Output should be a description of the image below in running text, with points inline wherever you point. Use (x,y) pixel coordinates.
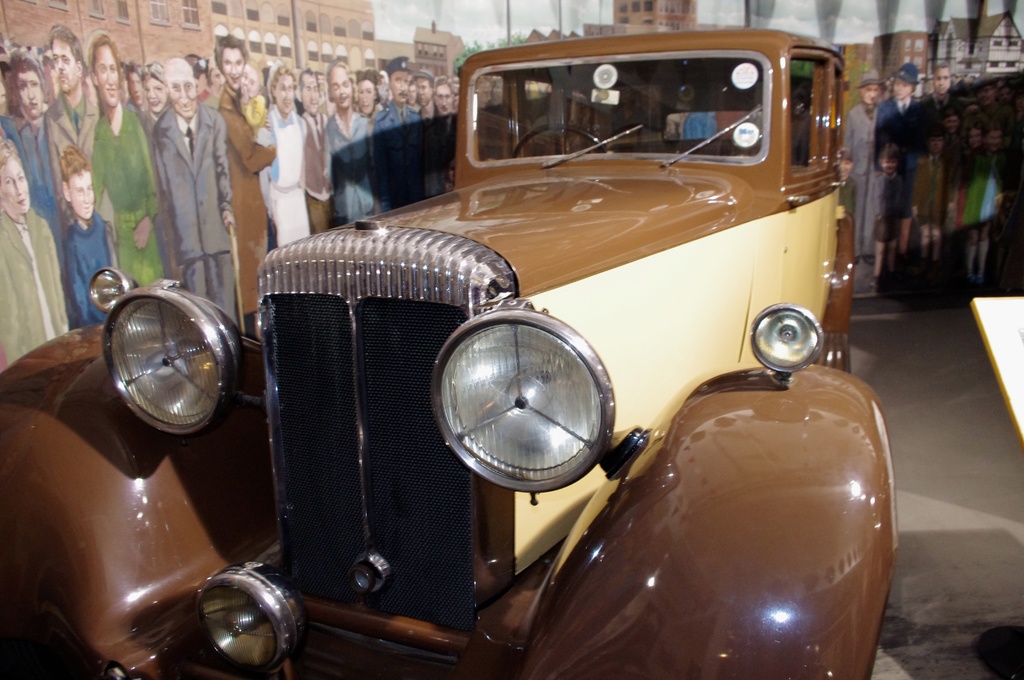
In this image we can see a car (752,259). In the background (403,193), we can see the buildings (86,10) and a group of people (432,86).
